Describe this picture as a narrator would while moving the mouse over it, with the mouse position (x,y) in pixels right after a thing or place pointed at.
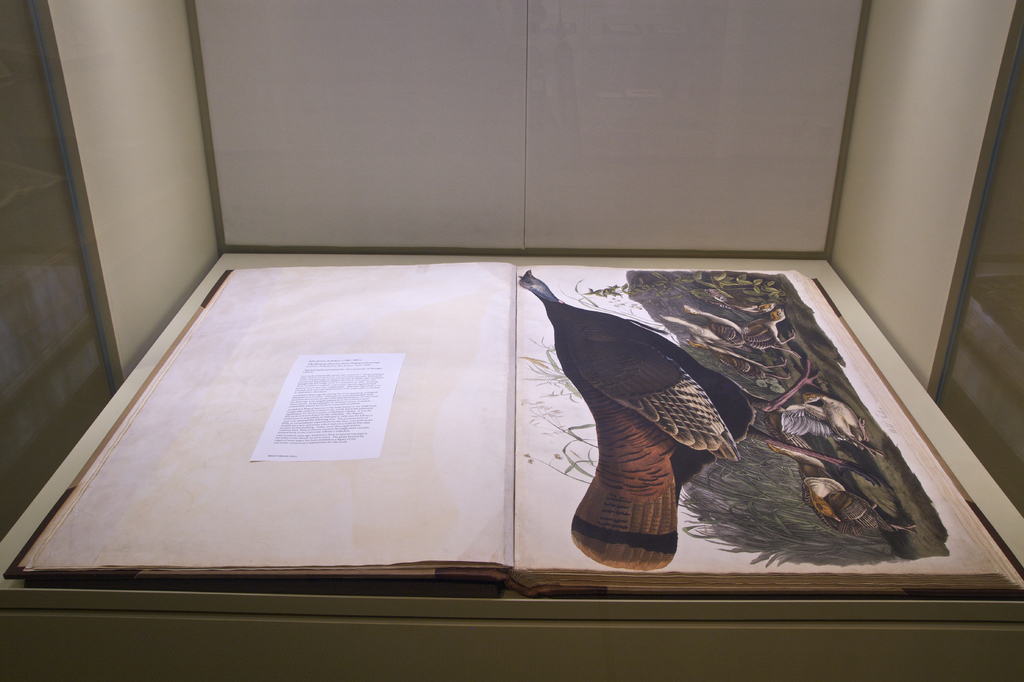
In the image there is an open book (735,579) on the surface (390,610). Inside the book (568,399) there are images (773,460) of birds (705,374). And also there is a paper (324,393) with text (334,400) on it. On both left and right corners of the image there are glass walls (64,333). And there is a white background (162,277).
